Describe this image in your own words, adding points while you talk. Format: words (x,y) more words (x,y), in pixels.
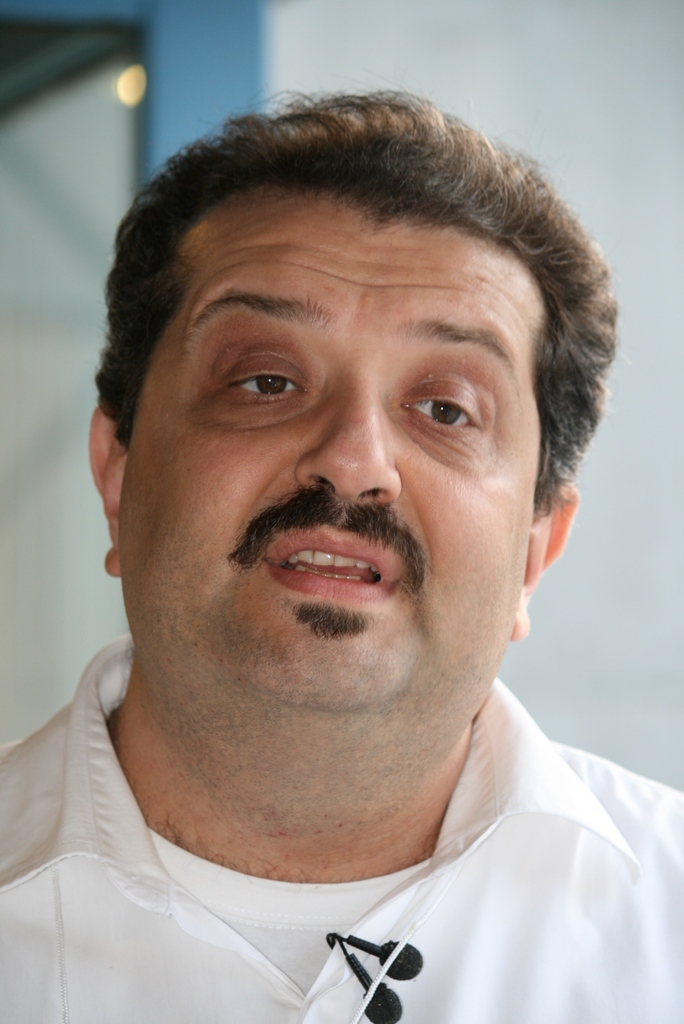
In this image there is a man (308,885) with mics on his shirt (435,920), and there is blur background (63,180).
